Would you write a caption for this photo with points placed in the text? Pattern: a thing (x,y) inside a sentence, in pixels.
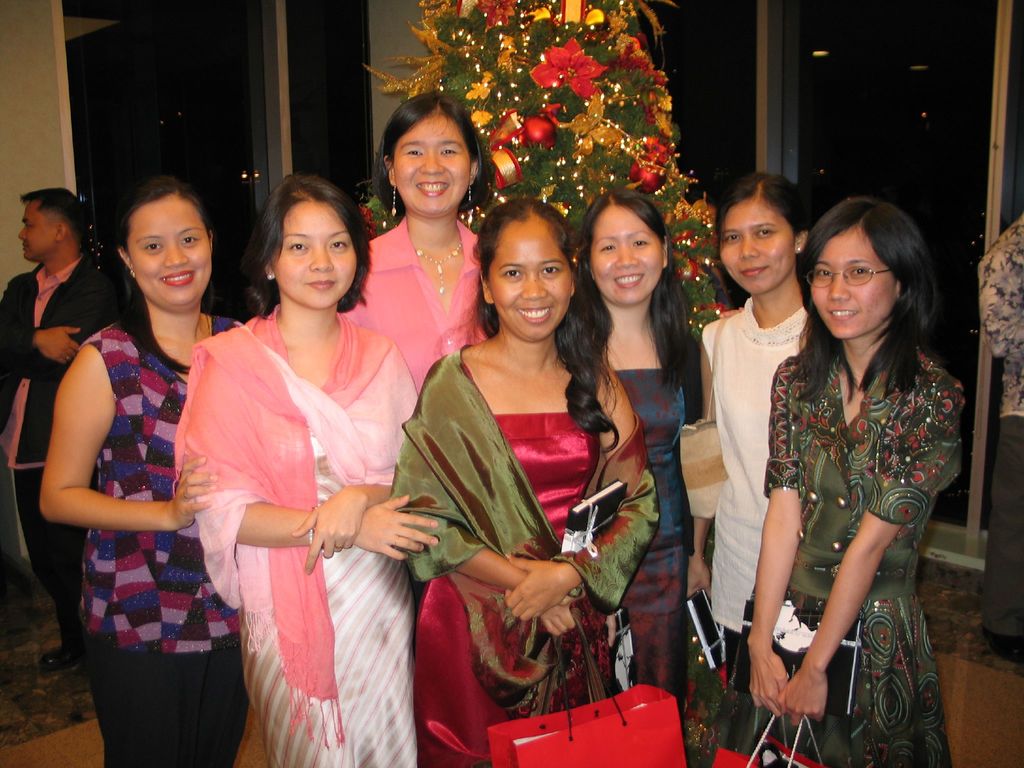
This picture describes about group of people (475,410), few (417,355) are smiling and few people (572,646) holding bags (676,702), behind them we can see a Christmas tree (562,123) and we can find dark background (736,89).
